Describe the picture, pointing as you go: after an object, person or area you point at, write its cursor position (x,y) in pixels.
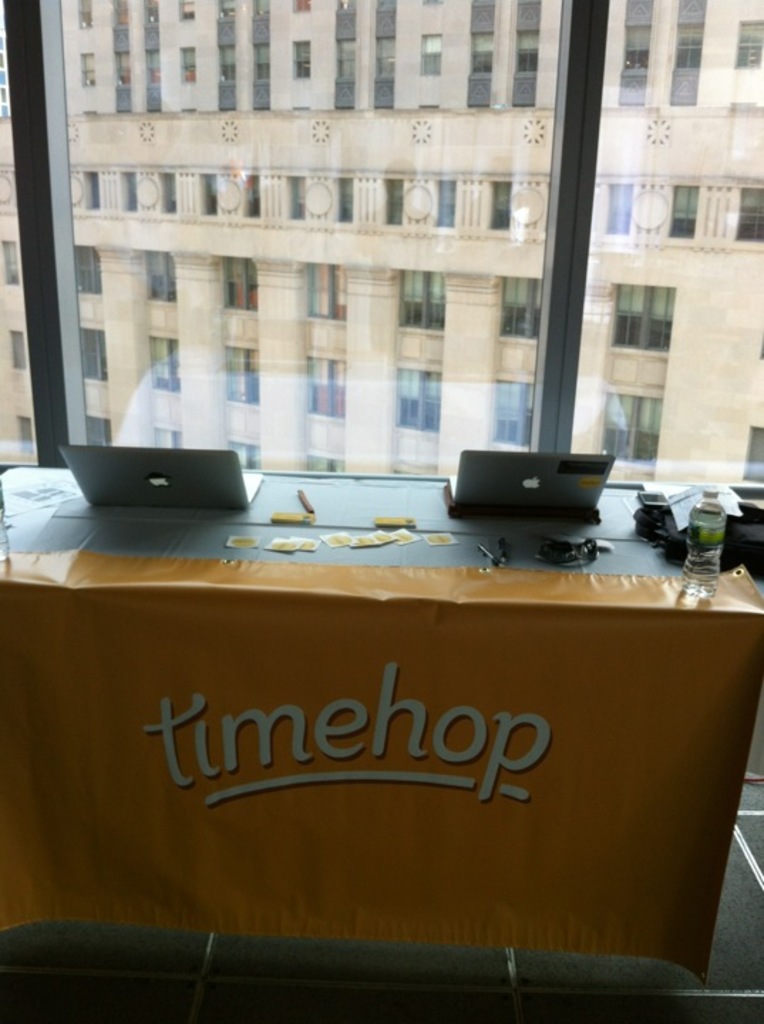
We can see banner (402,616) attached with table (195,540) and we can see laptops (497,454), bottle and objects (682,510) on the table (186,531), in front of this table (264,497) we can see glass (335,326), through this glass (349,160) we can see building (387,169) and windows (417,419).
